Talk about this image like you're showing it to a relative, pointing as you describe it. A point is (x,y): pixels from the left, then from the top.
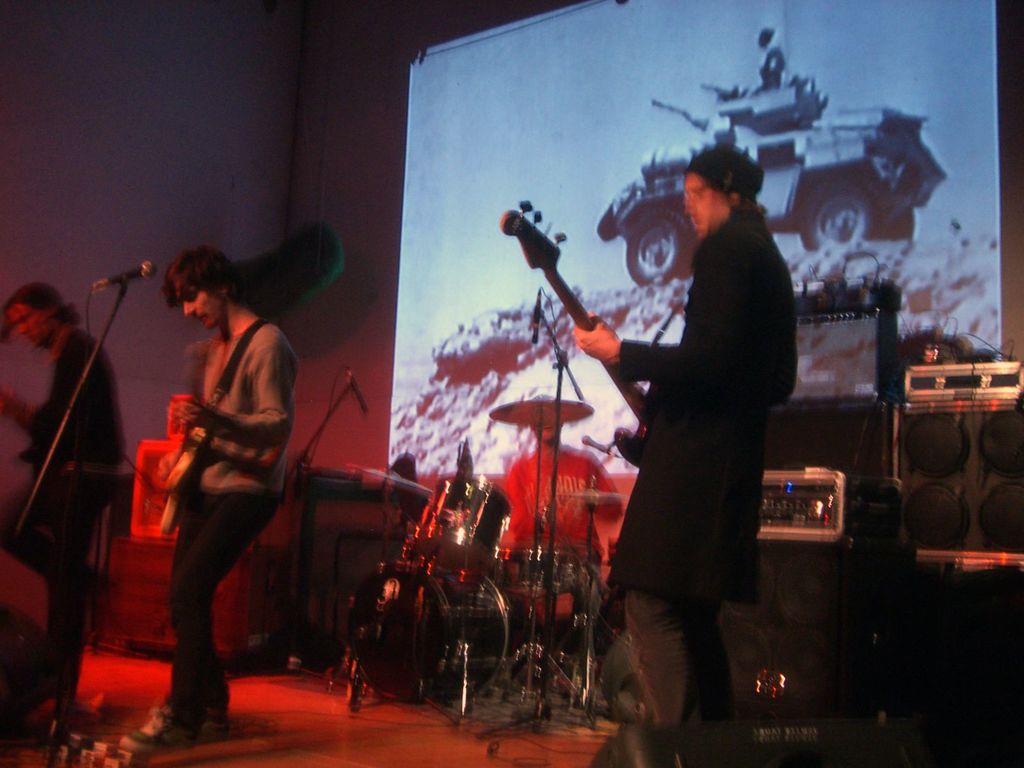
In this picture there are three members (665,474) standing and playing a guitars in their hands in front of a mic (125,282). In the background (516,516) there is another guy (531,485) playing drums (422,618). There are speakers (838,577) in the right side (864,560). There is a projector display screen (654,119) on the wall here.
